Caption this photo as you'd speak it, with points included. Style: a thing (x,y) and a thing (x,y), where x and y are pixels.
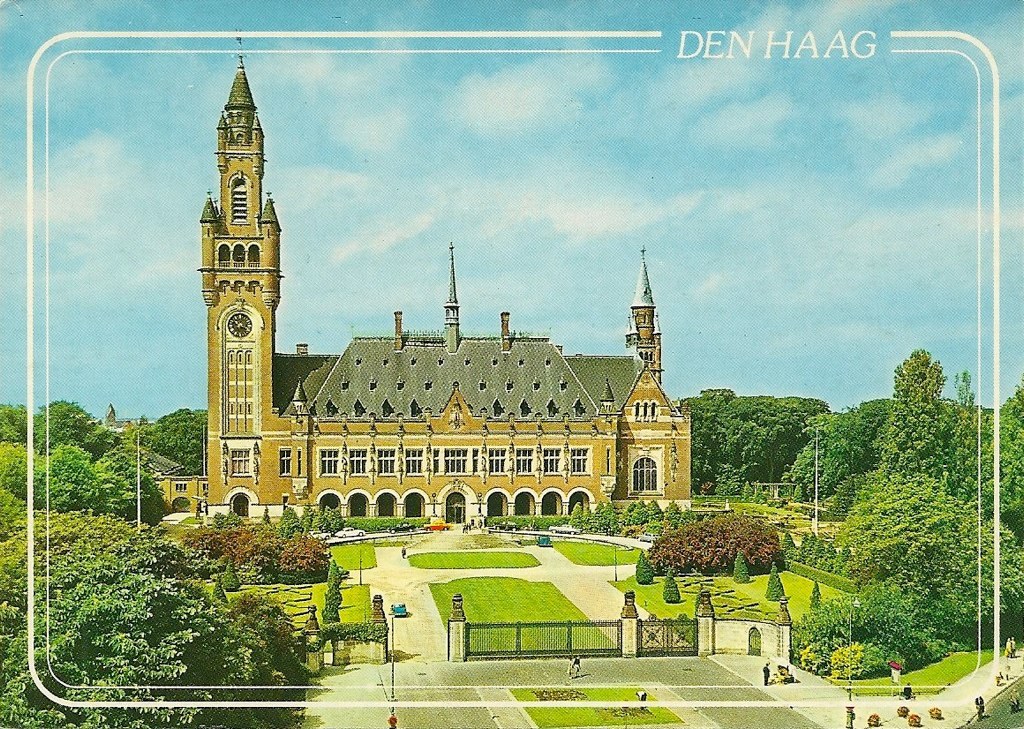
In the foreground of this poster, there are trees (208,654), poles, gate (478,637), road (418,637) and lawns (536,591). In the background (403,434), there are trees (695,538), buildings (393,473), path (427,543) to walk, sky (1014,377) and the cloud (744,221).
